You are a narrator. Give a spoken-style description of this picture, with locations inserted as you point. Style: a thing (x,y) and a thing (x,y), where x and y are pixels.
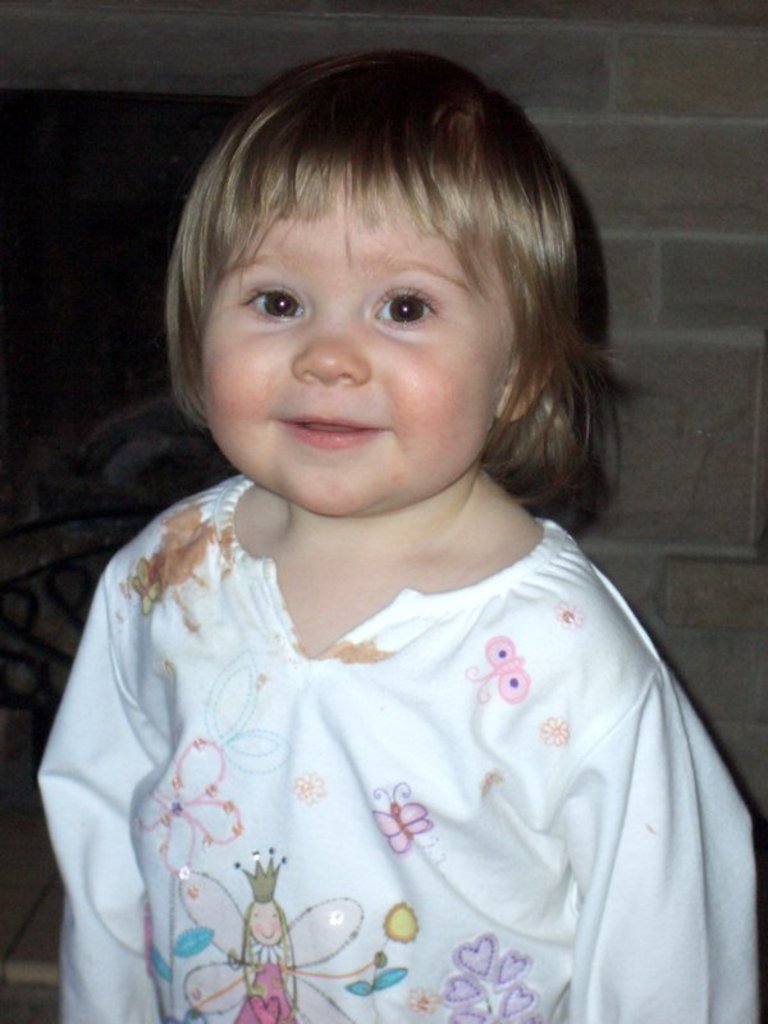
In this picture we can see a girl (243,182). There is a wall (580,170) in the background (267,79).
